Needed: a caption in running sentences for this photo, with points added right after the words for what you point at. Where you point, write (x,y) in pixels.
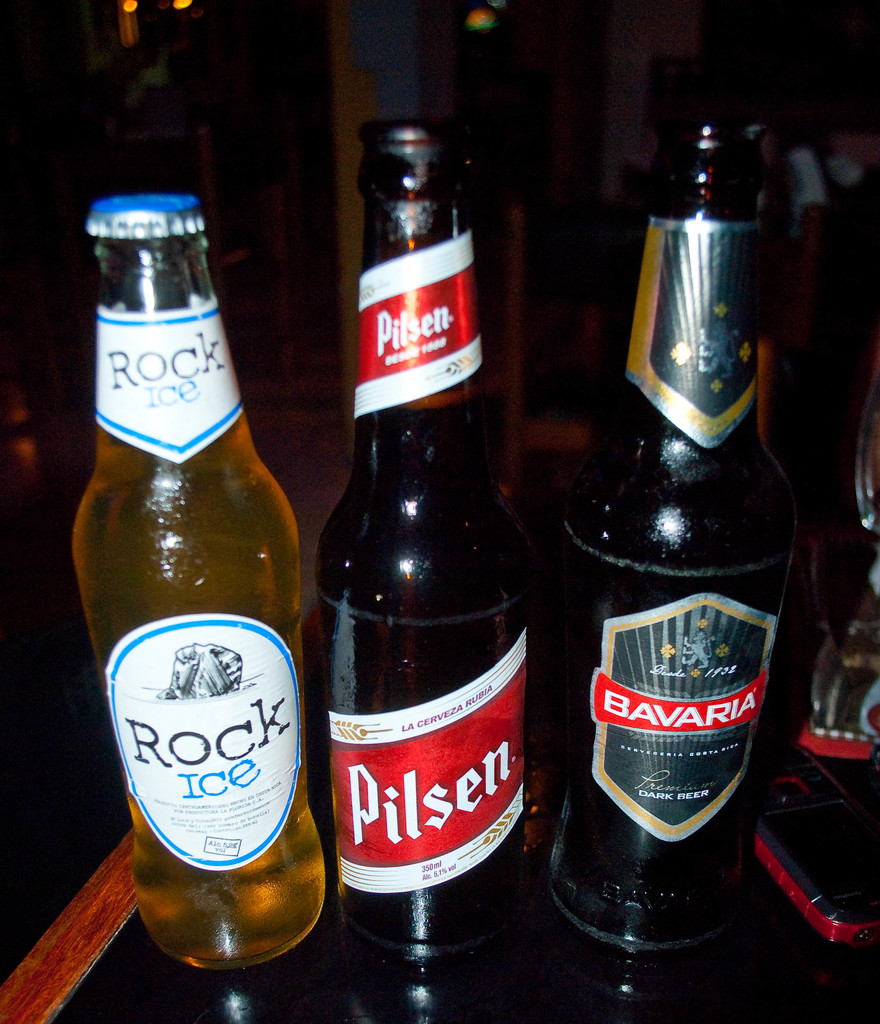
In this picture there are three bottles (378,560) located on the table (558,948). The first one is the Rock ice (155,753), the next one is the Pilsen (443,810) and the last one is Bavaria (680,721). In the background (593,433) there are chairs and tables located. Dim lights (472,25) are mounted to the roof (144,10). There is also a mobile phone (815,829) located on the table (755,930).
